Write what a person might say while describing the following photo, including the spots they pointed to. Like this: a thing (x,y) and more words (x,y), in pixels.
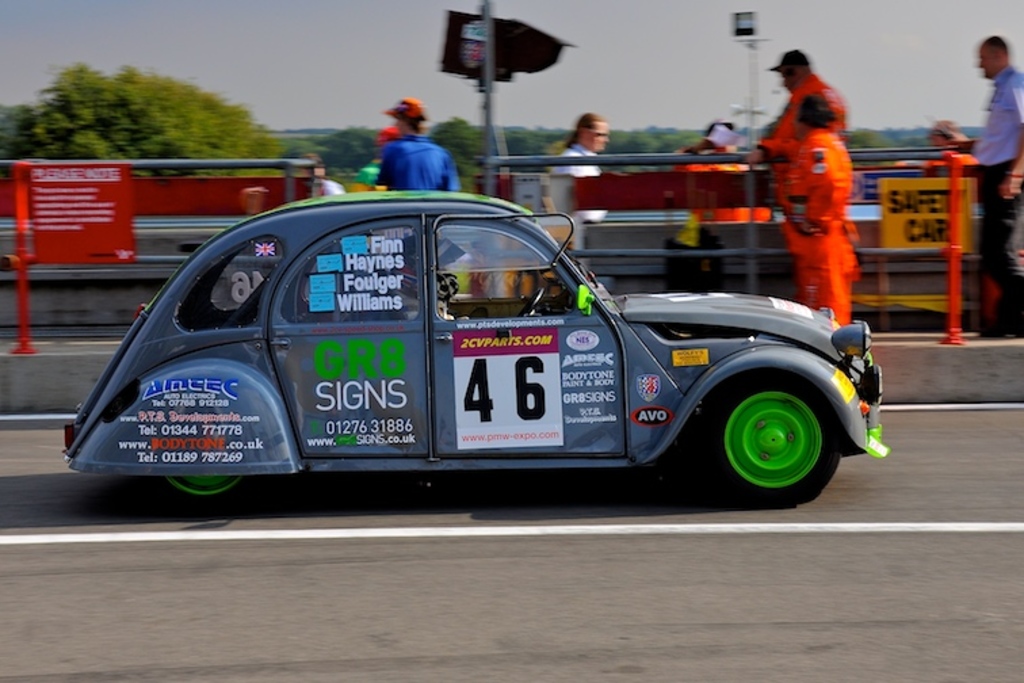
In this image, we can see a person (444,303) is riding a car (471,448) on the road (443,599). Background (993,192) we can see a group of people (1003,241) are near to the rod fencing (705,251). Here we can see pole (23,268), trees (761,132), boards (55,240). Top of the image (667,50), there is a sky (658,71).
